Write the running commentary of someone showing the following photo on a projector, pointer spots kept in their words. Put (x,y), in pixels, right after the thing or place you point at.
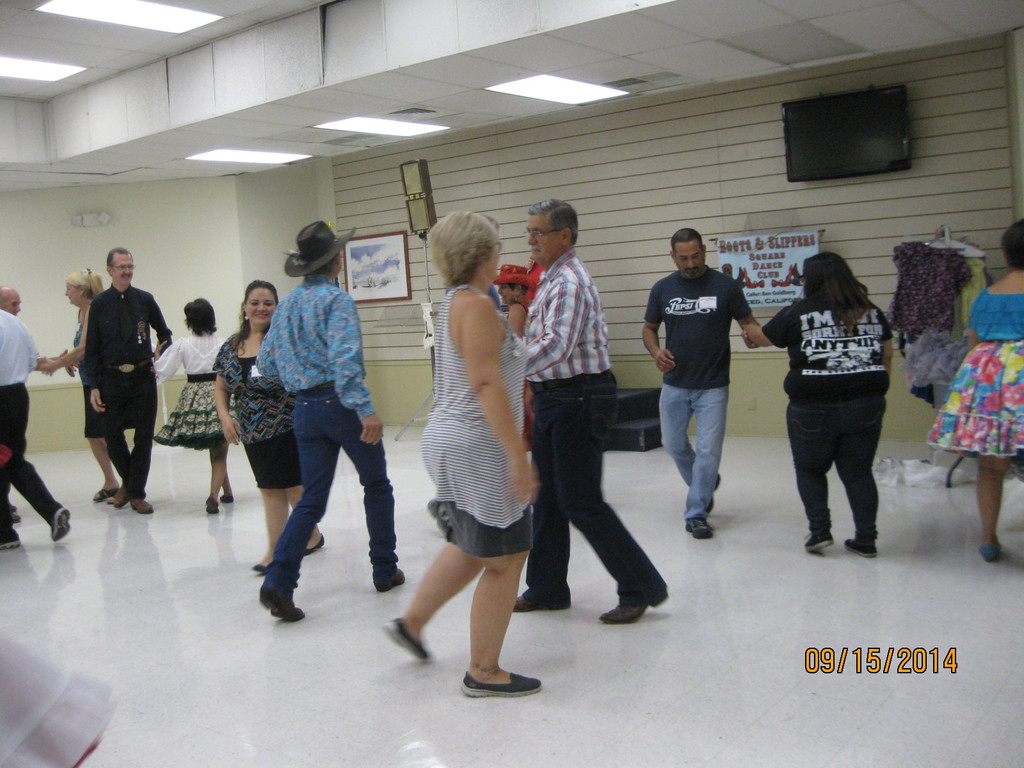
In this image there are people (468,465) dancing on the floor (756,477). Behind them there is some object (638,427). In the background of the image (730,272) there is a TV (796,147) and there are photo frames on the wall (709,175). In front of the wall (672,172) there is a speaker (422,215). On the right side of the image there are clothes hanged to the rod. On the top of the image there are lights (556,94). There is some text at the bottom of the image (843,649).
